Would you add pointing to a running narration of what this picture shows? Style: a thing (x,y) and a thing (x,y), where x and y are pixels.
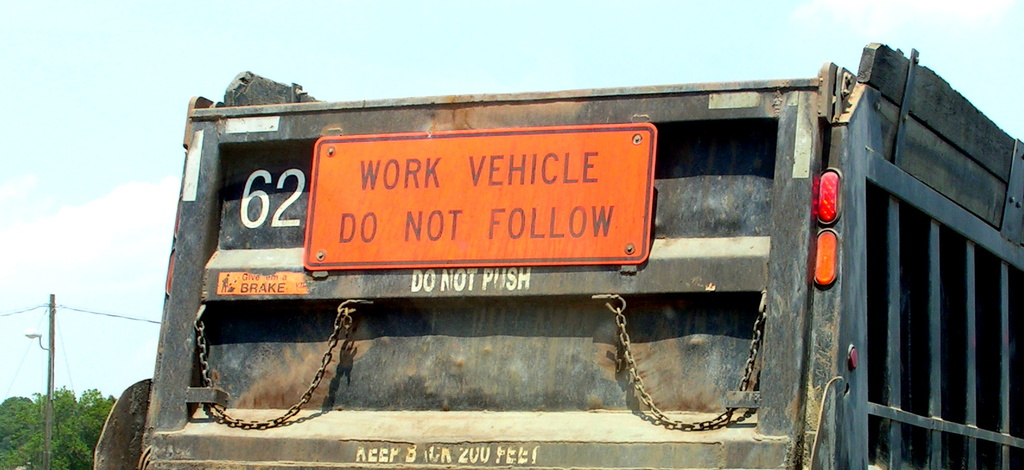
In this image I can see a vehicle (504,370) on the road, board (492,230), trees (81,407), pole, wires (36,309) and the sky (385,96). This image is taken may be during a day.
